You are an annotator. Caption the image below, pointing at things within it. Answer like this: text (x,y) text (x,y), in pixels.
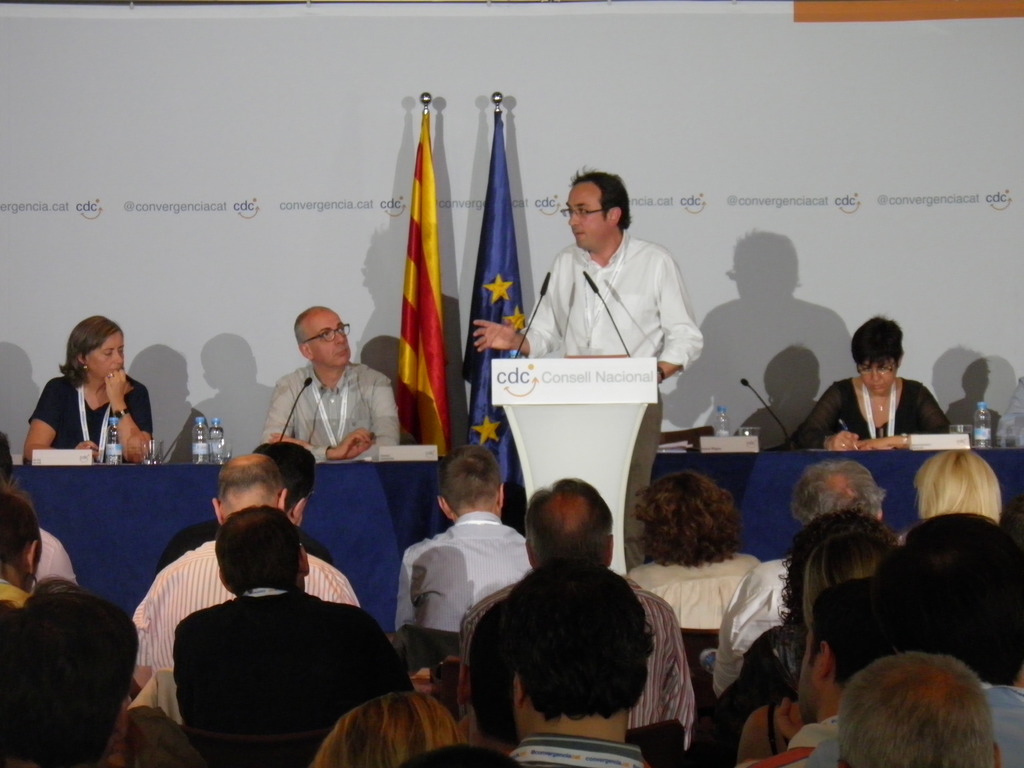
This picture is clicked inside. In the center (363,376) we can see the group of persons (498,536) sitting on the chairs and there is a table (753,476) on the top of which microphones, water bottles (112,445), glasses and many other items (946,441) are placed and we can see a person (610,212) wearing white color shirt (648,283) and standing behind the podium (600,377) and we can see the microphones (546,289) are attached to the podium (595,374). In the background (697,55) there is a white color object (357,62) on which we can see the text (461,201) and we can see the two flags (429,269).
